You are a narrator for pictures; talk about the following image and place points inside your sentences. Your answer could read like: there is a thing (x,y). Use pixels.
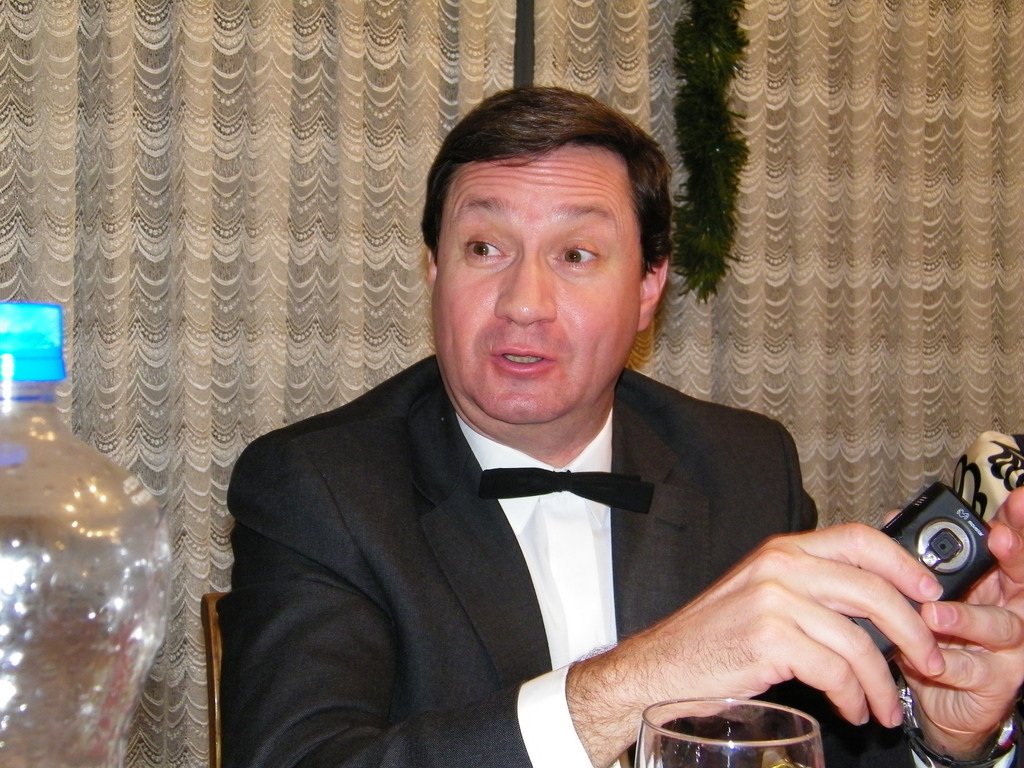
A person (599,541) is holding a mobile (925,540) and talking. And there is a bottle (59,563) in the left corner (44,543). Also there is a glass (742,745). In the back (776,260) there is a curtain (456,47).
